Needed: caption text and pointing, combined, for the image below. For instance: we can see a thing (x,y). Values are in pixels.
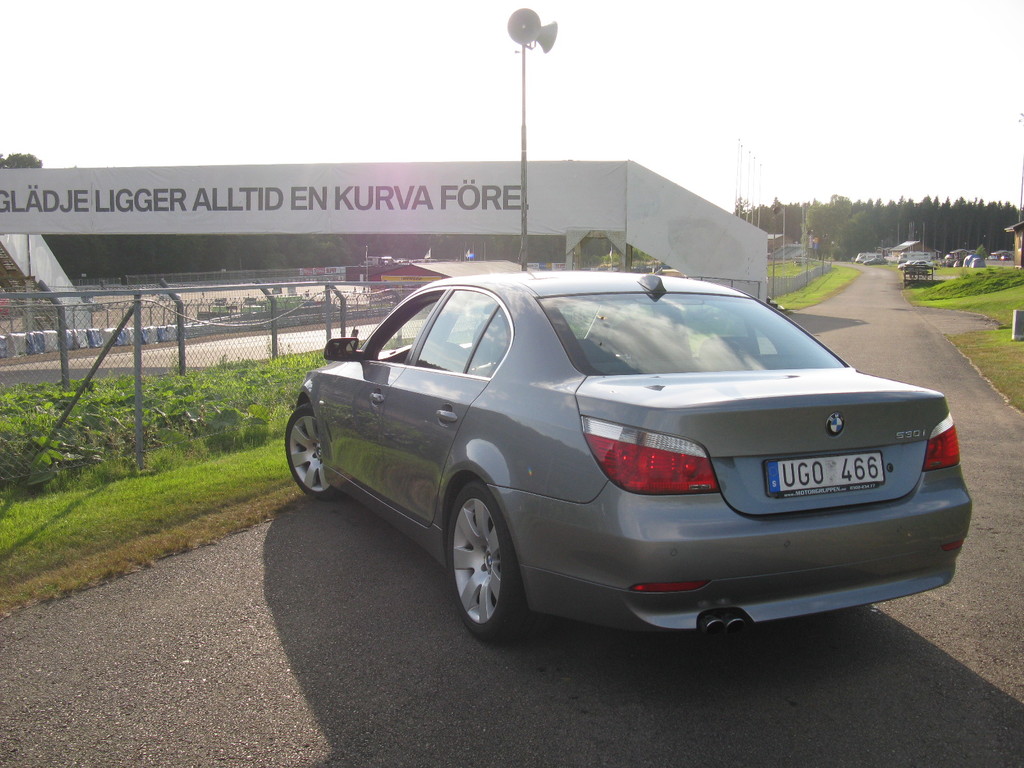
In this picture I can see a car (602,436) in front (447,355) and I see the board (566,183) and on the left side of this image (73,339) I see the fencing (87,377) and the plants (88,405). In the background (644,196) I see the board (547,227) on which there is something written and I see number of trees (857,218) and the sky (621,41).
